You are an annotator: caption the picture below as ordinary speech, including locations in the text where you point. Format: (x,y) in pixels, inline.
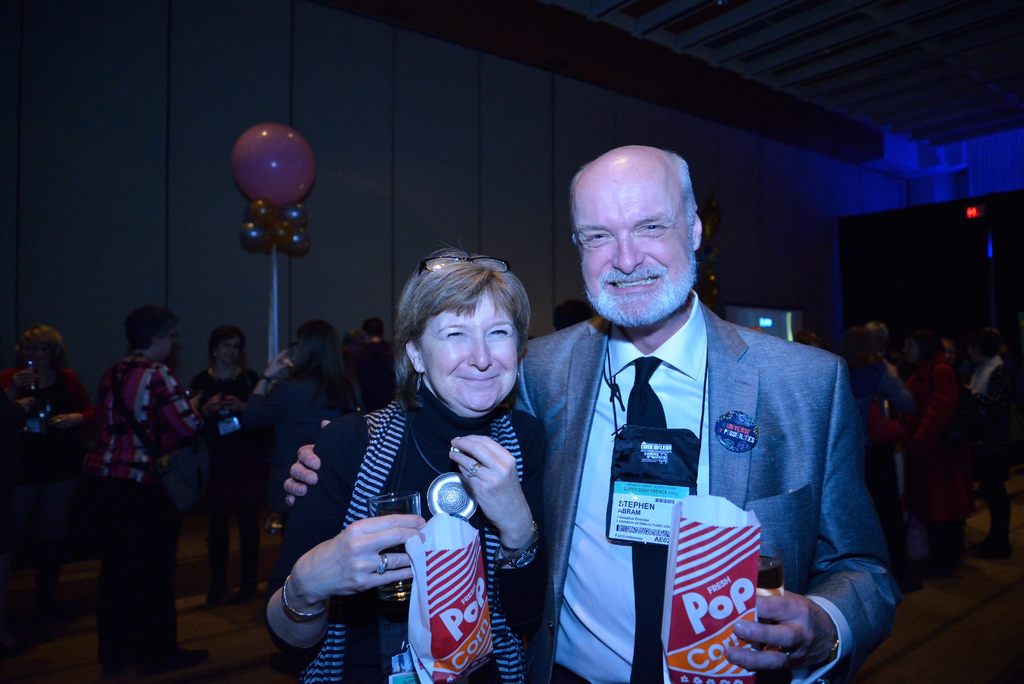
In this image I can see a person (659,368) wearing white shirt (677,376), black tie (654,358) and blazer (777,416) and a woman (472,439) wearing black dress (443,431) are standing and holding popcorn packets (452,582) in their hands (750,634). In the background (902,422) I can see few other persons (357,393) standing, few balloons (302,217), the wall (321,163) and the ceiling (843,46).
